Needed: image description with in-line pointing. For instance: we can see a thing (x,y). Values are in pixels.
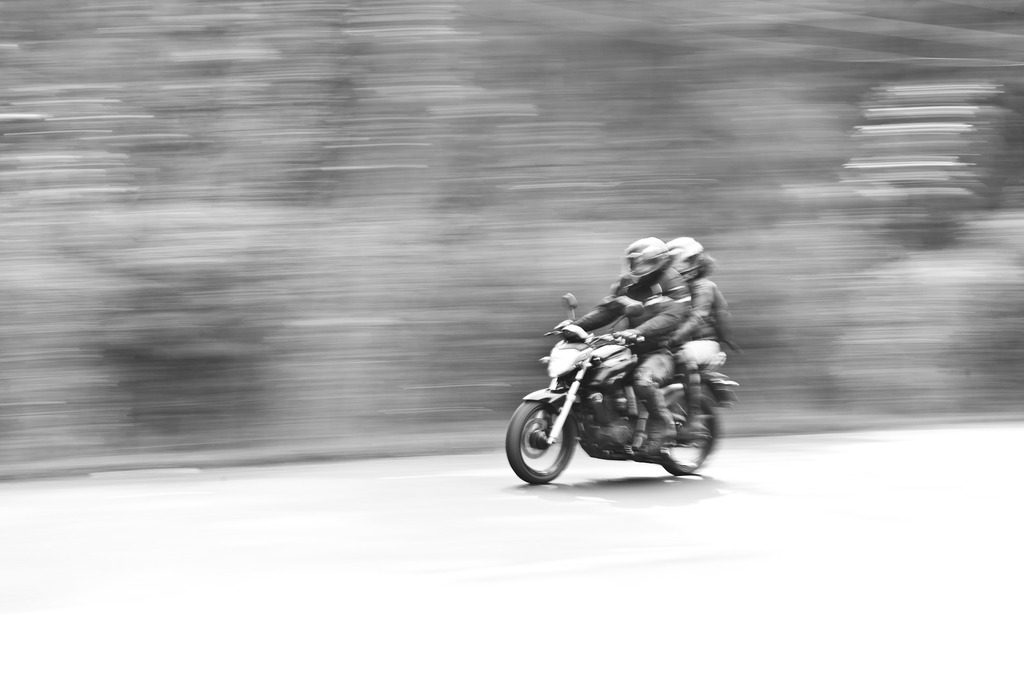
In this image two persons (693,313) are riding a bike (576,386) wearing helmets (664,258).
